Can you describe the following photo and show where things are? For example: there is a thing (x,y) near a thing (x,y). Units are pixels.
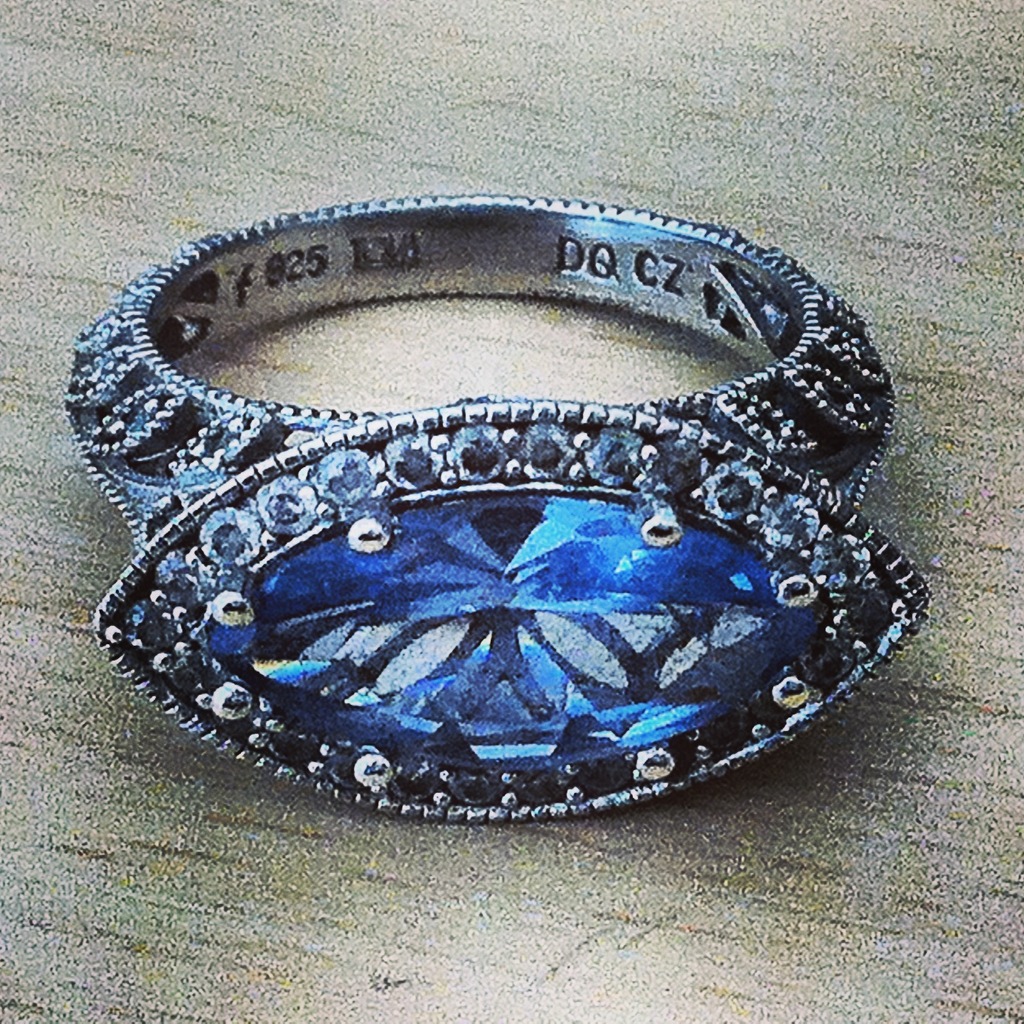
We can see ring (838,612) on the surface (864,192), on this ring (445,276) we can see some information (637,276).
